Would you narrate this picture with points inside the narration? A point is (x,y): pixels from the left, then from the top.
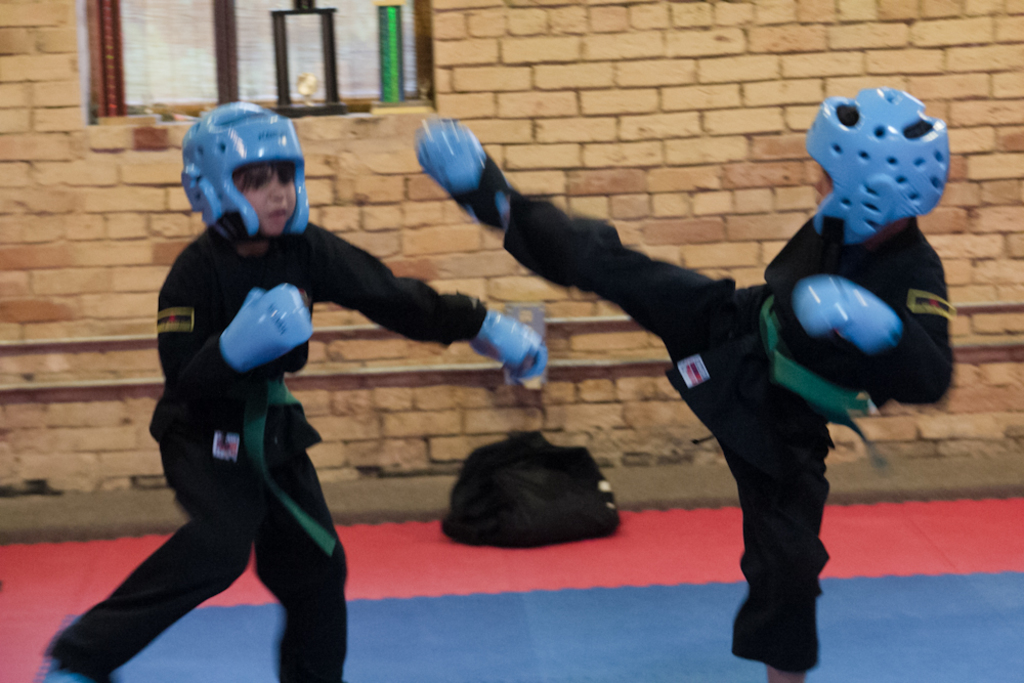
In this picture there is a kid (757,311) wearing black dress (739,291) and blue helmet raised one of his leg (689,290) and there is another kid (398,316) standing in front of him and there is a black bag (545,482), brick wall (614,87) and some other objects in the background (541,145).
